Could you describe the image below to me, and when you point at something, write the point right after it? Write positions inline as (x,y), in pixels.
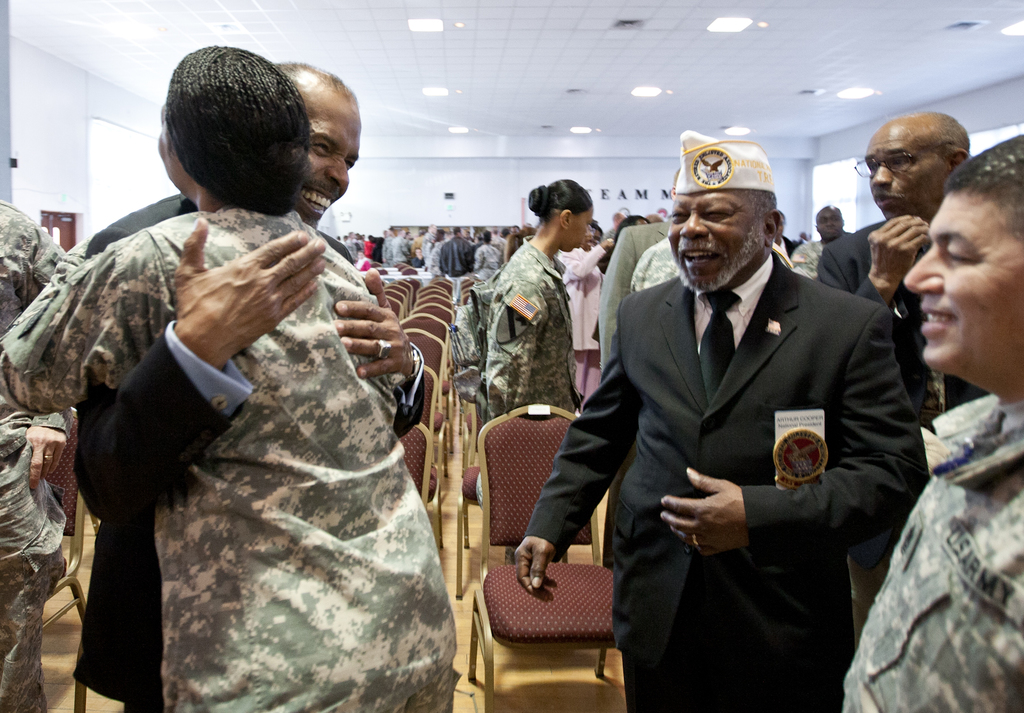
In this image we can see a group of people (367,421) standing. In that a man (343,327) and a woman (295,413) are hugging each other. On the backside (437,429) we can see some chairs (406,459), a group of people (534,231) standing, a wall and a roof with some ceiling lights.
